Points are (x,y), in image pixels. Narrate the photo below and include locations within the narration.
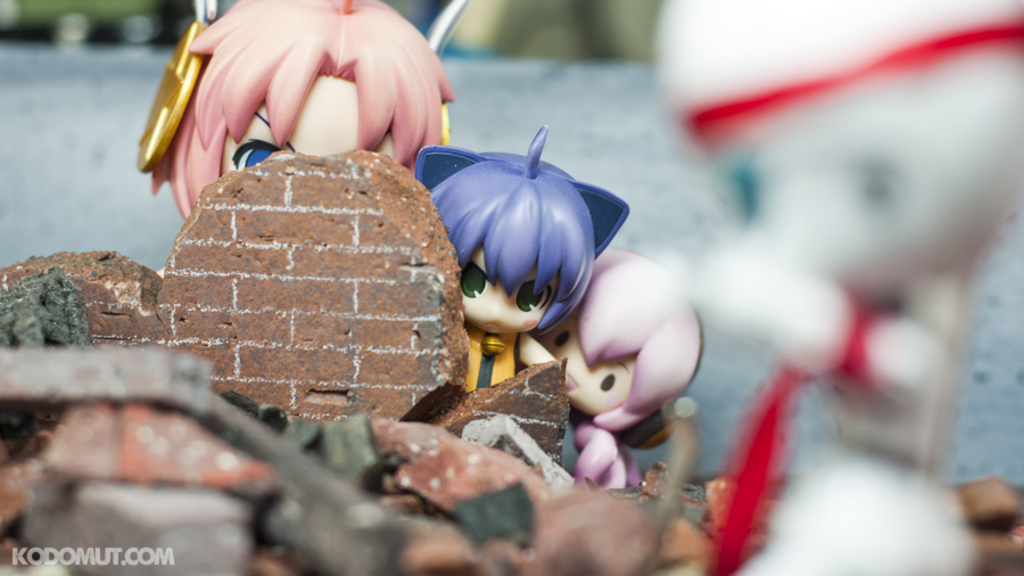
In this image I can see few toys (212,5). At the bottom left hand corner (67,563) I can see some text (44,565).
